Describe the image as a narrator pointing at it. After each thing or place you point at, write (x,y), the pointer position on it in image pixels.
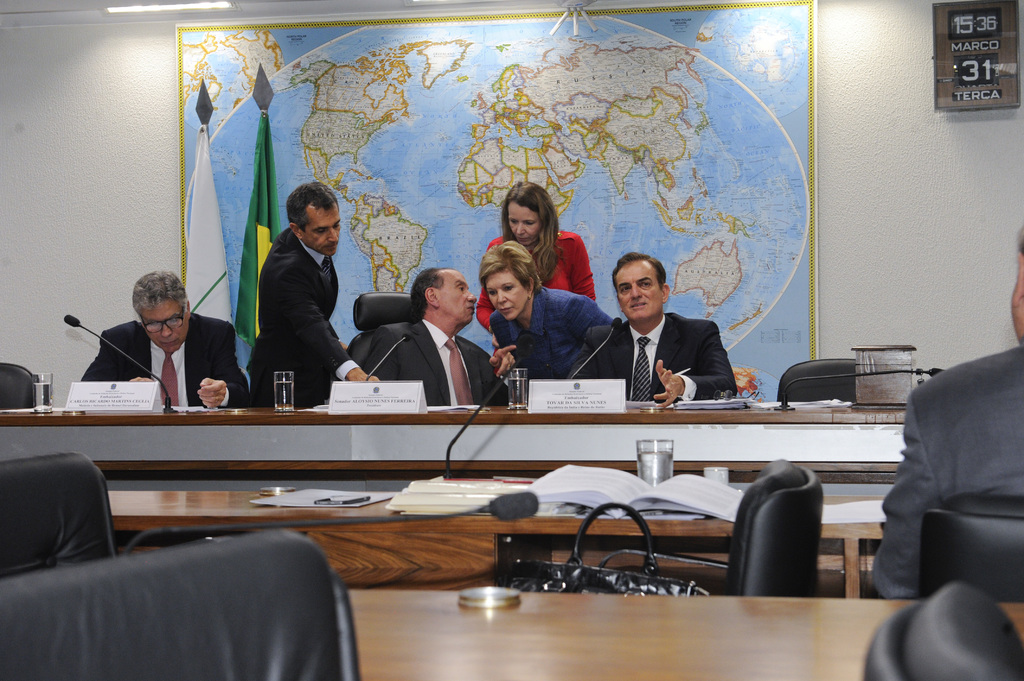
In this picture we can see there are three men (620,330) sitting on chairs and other people (541,270) are standing. In front of the three men (406,348) there is a table (624,442) and on the table (475,431) there are microphones (596,349), glasses (287,394), papers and nameplates (553,395). On the left side of the image (16,653) there are chairs (12,543). On the right side of the image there is another man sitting on a chair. On the left side of the man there is another chair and another table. On the chair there is a handbag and on the table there are books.
